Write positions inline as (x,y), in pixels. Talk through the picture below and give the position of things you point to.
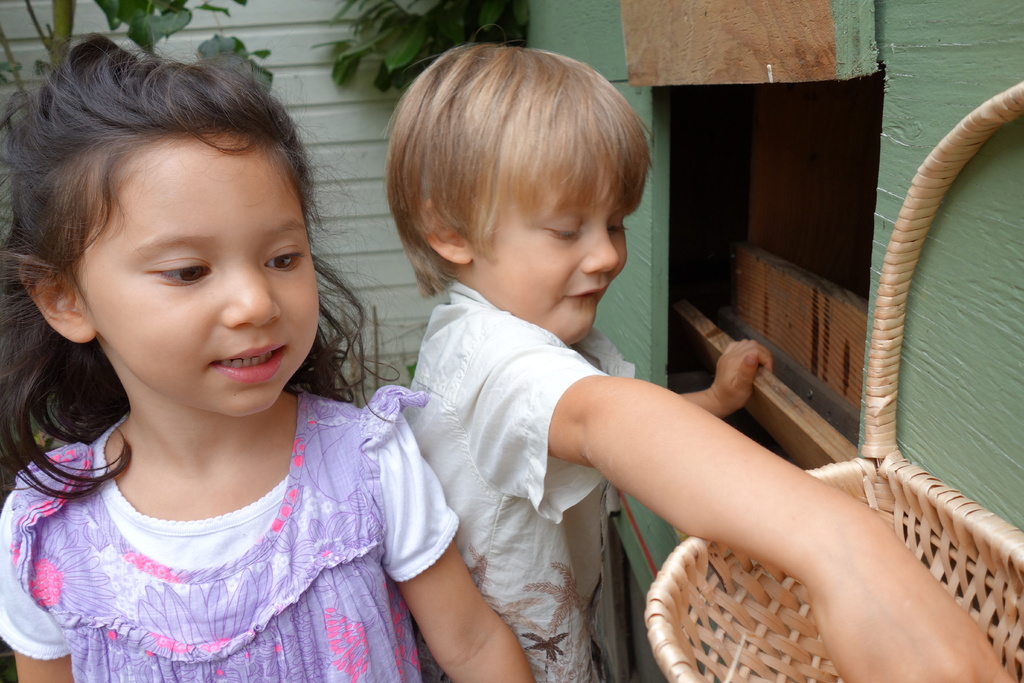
In this image I can see a girl (189,527) wearing white and purple colored dress (201,558) and a boy (496,479) wearing white and brown colored dress (495,491) are standing. I can see a wooden basket (726,631), the green colored wall (963,427), the white colored wall (350,143) and few trees (419,34) which are green in color.
